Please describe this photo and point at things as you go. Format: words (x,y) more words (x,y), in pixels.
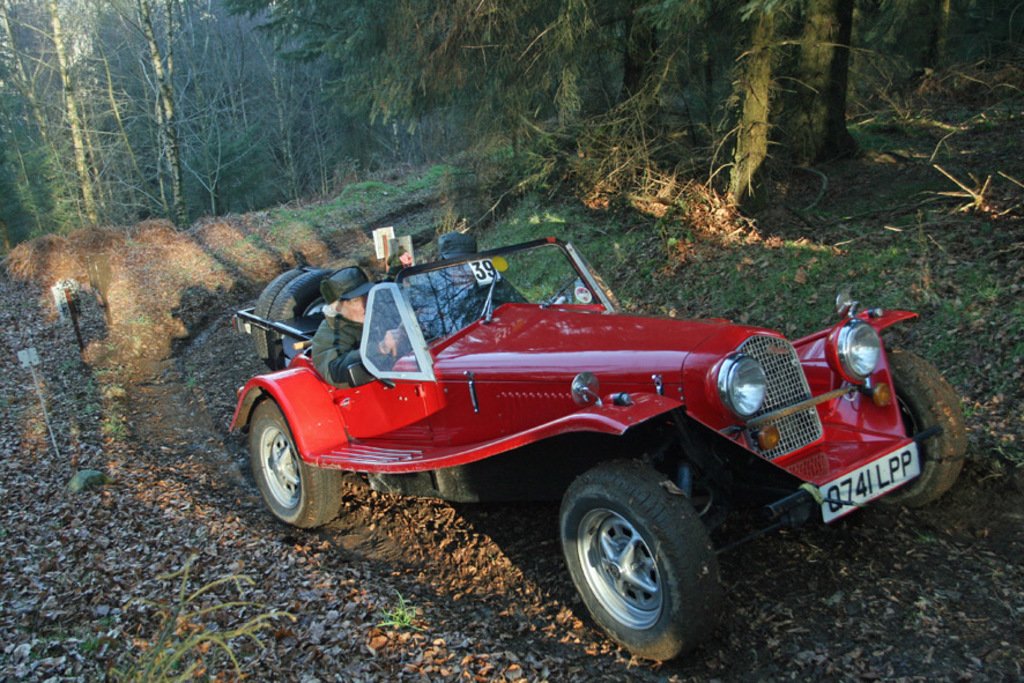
In this image we can see vehicle (382,376). In the vehicle (411,342) there are two persons (329,303) wearing caps (361,278). On the ground (266,266) there is grass (220,592). In the back (537,122) there are trees (390,108).
